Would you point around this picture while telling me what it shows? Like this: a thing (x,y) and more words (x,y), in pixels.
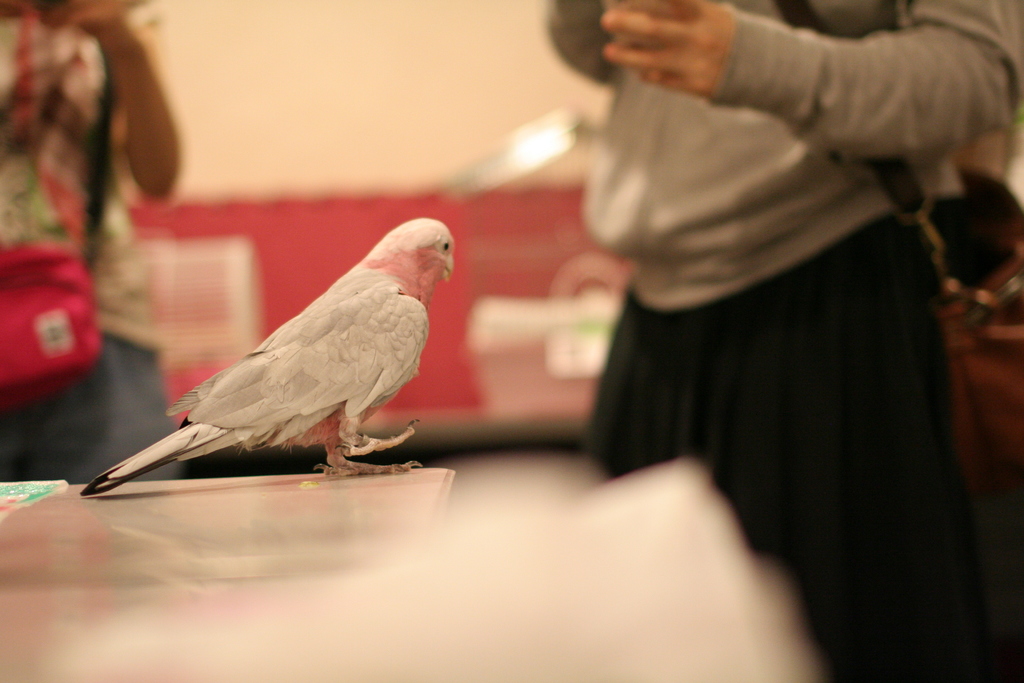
In this image we can see one bird (370,469) on the surface (423,482) which looks like a table (58,510), one object (47,487) on the left side of the image (18,486), two truncated persons (101,65) standing and holding objects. One person (101,185) wearing a red bag (41,340) on the left side of the image (39,334), some objects (570,255) in the background (574,243) and the image is blurred.
